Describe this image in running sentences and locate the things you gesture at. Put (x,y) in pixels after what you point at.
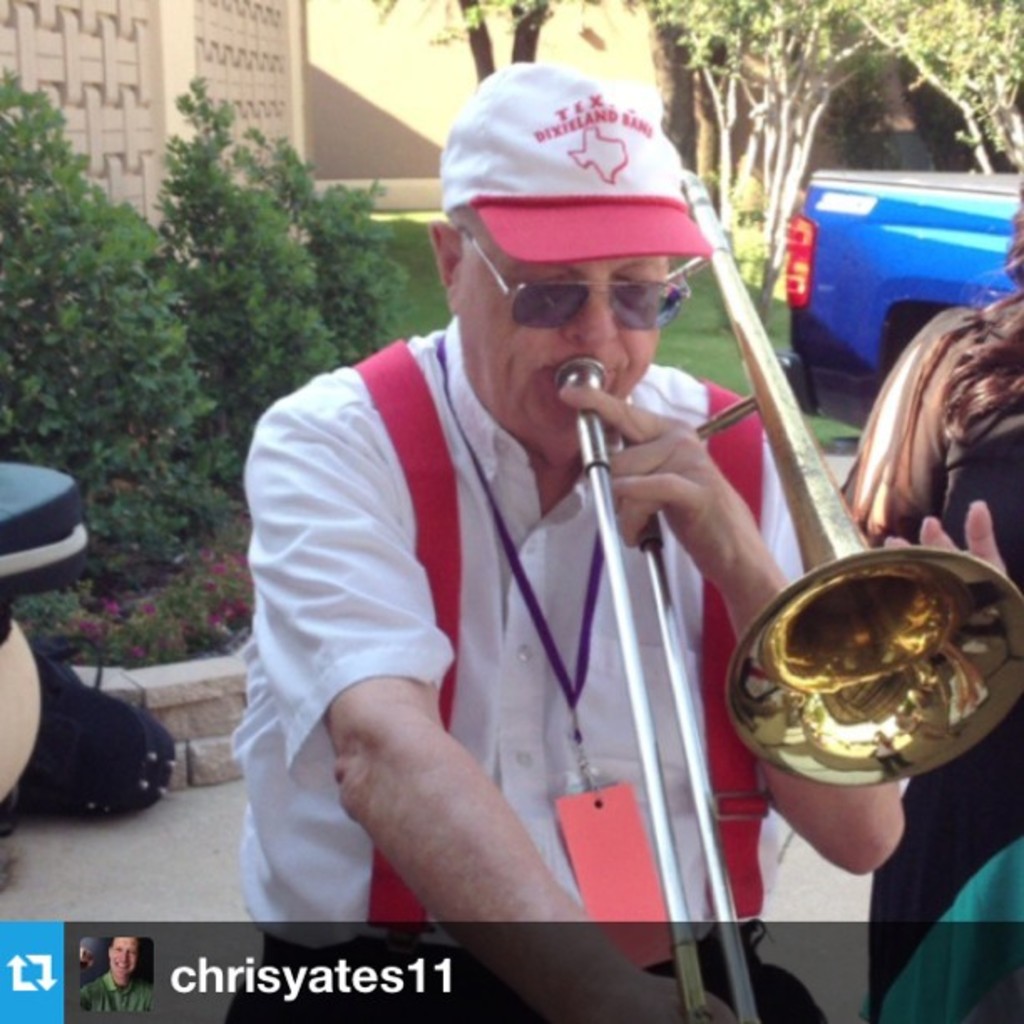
In this image we can see a man (611,442) is playing a musical instrument (844,528). In the background (196,350), we can see plants (274,268), grass (417,278) and, trees (928,78), walls (246,85) and a vehicle (888,278). On the right side of the image (960,315), we can see a person (945,912). At the bottom of the image (414,1012), we can see the watermark (466,975). On the left side of the image (62,668), we can see some objects (41,736).
